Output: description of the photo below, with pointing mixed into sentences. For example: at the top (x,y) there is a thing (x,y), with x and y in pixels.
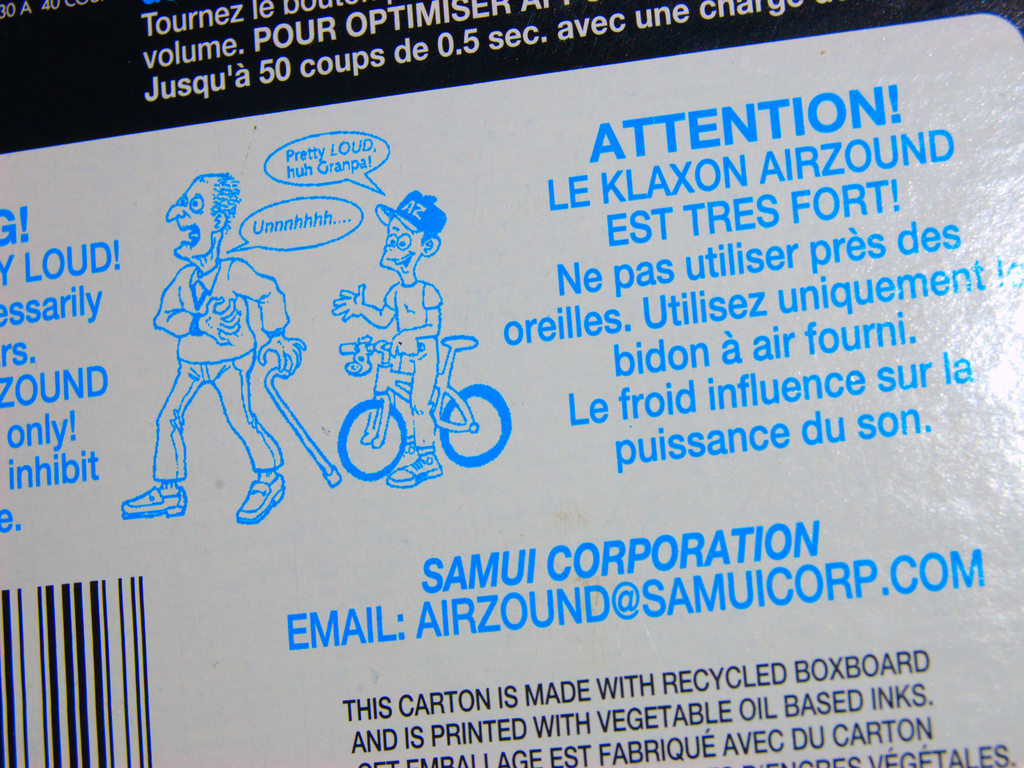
As we can see in the image there is box (428,602). On box (716,353) there is some matter (433,16) written and drawing (193,214) of bicycle (338,447) and two people (244,368).
